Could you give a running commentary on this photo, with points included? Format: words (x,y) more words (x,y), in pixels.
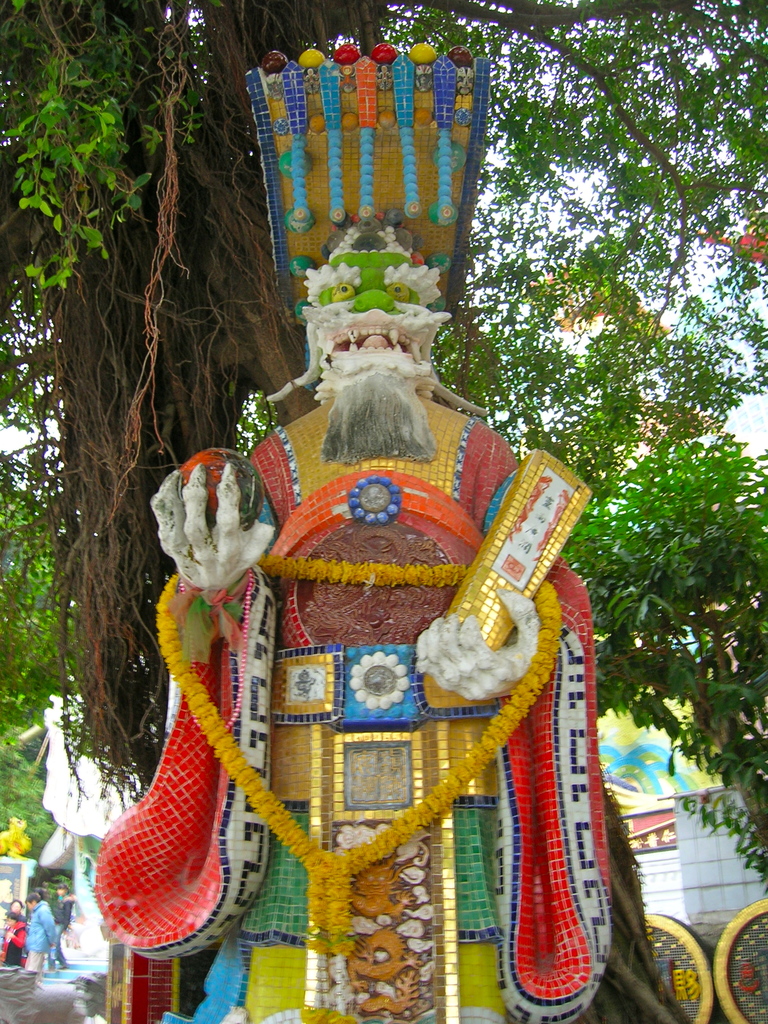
In this image in the center (408,439) there is one statue (391,808), in the background (156,588) there are some trees (159,576), houses (728,849) and some persons (62,927) are walking.
